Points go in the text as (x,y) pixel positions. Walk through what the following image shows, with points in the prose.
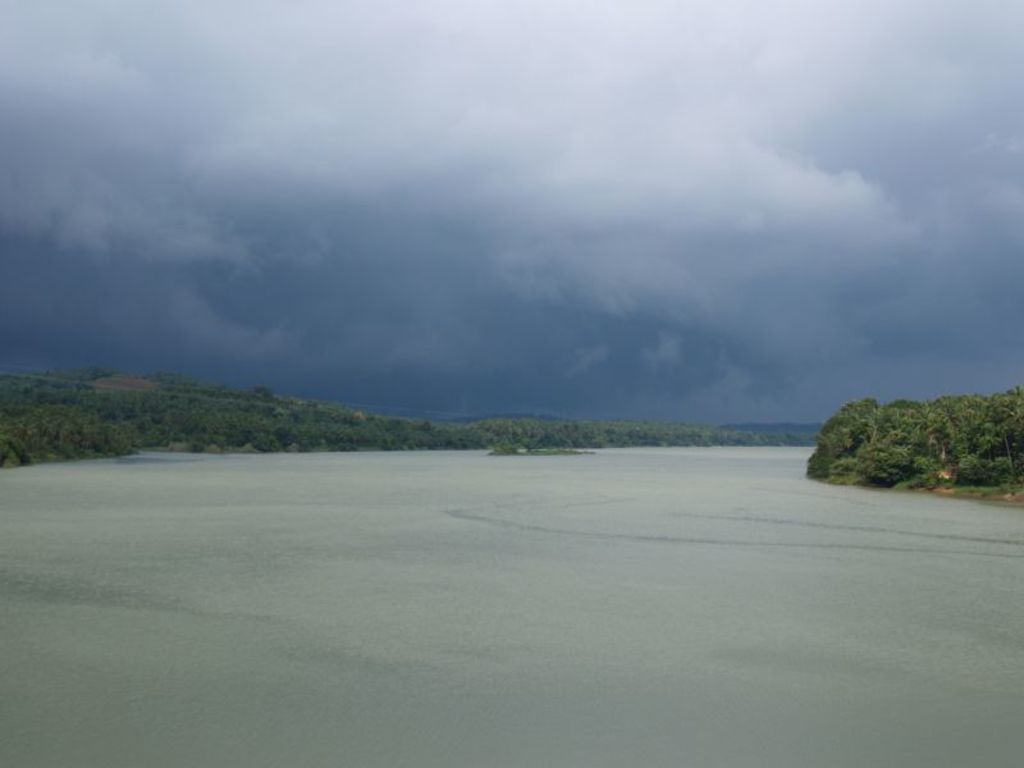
In this image we can see some trees (234,430) and water (794,613), in the background (537,319), we can see the sky (435,263) with clouds (529,205).
